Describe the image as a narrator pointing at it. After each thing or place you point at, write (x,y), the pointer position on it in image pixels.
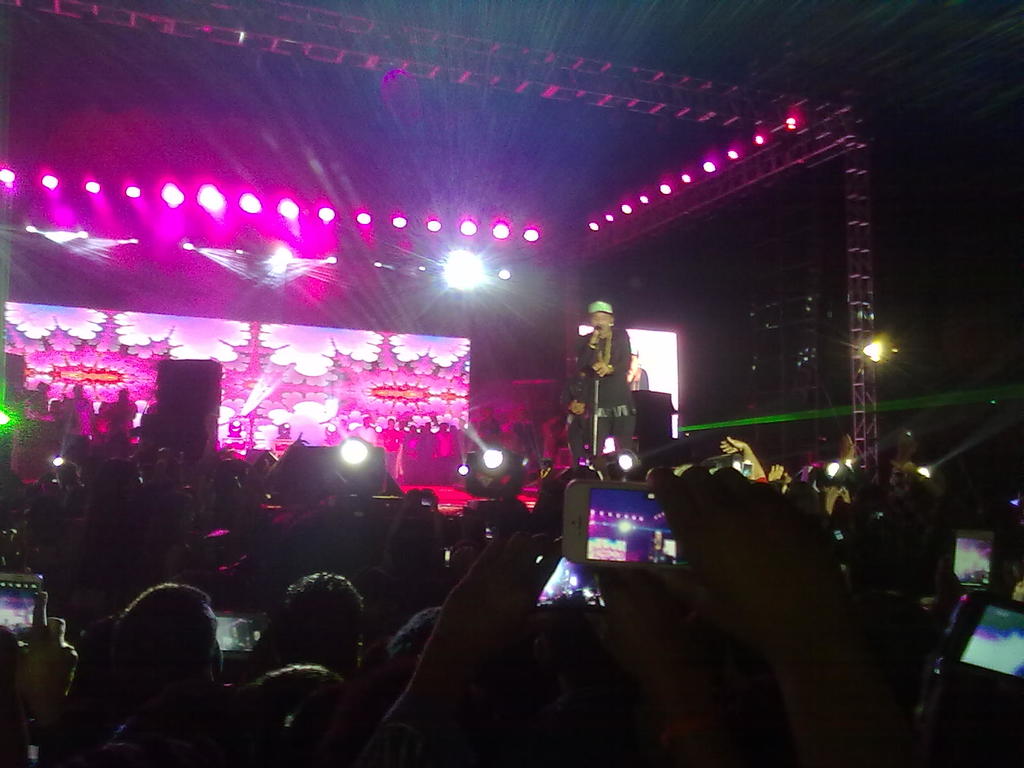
In this image it looks like a music concert. In the middle (618,347) there is a stage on which there is a person (587,349) singing with the mic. At the top (404,214) there are lights (281,261). In the background (317,364) there is a screen (337,382) At the bottom (437,632) there are so many spectators (524,612) who are taking the pictures with the phones (974,621).
